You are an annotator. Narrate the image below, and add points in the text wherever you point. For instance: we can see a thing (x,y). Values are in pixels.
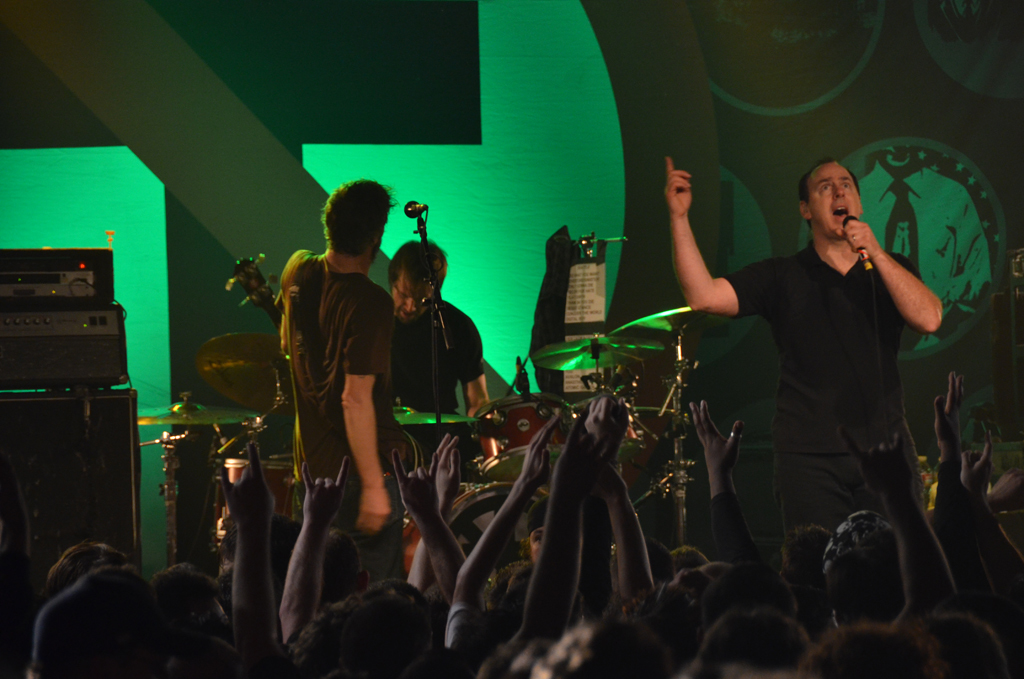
In this image i can see three man (402,382), the man (807,284) standing here is singing by holding the micro phone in his hand (868,235) and the man (457,346) standing here is playing the musical instrument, at the back ground (479,237) i can a light (447,247).
